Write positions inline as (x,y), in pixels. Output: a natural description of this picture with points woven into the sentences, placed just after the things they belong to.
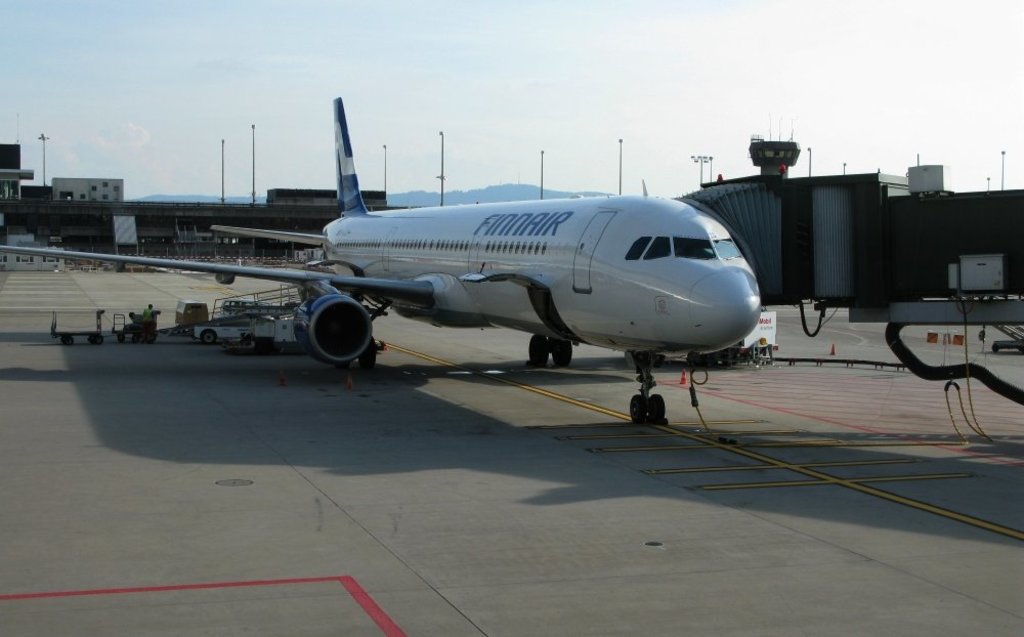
In the image there is an aeroplane (416,285) on the runway (282,398), in the back (172,205) there are buildings (219,237) and above its sky (342,68).
